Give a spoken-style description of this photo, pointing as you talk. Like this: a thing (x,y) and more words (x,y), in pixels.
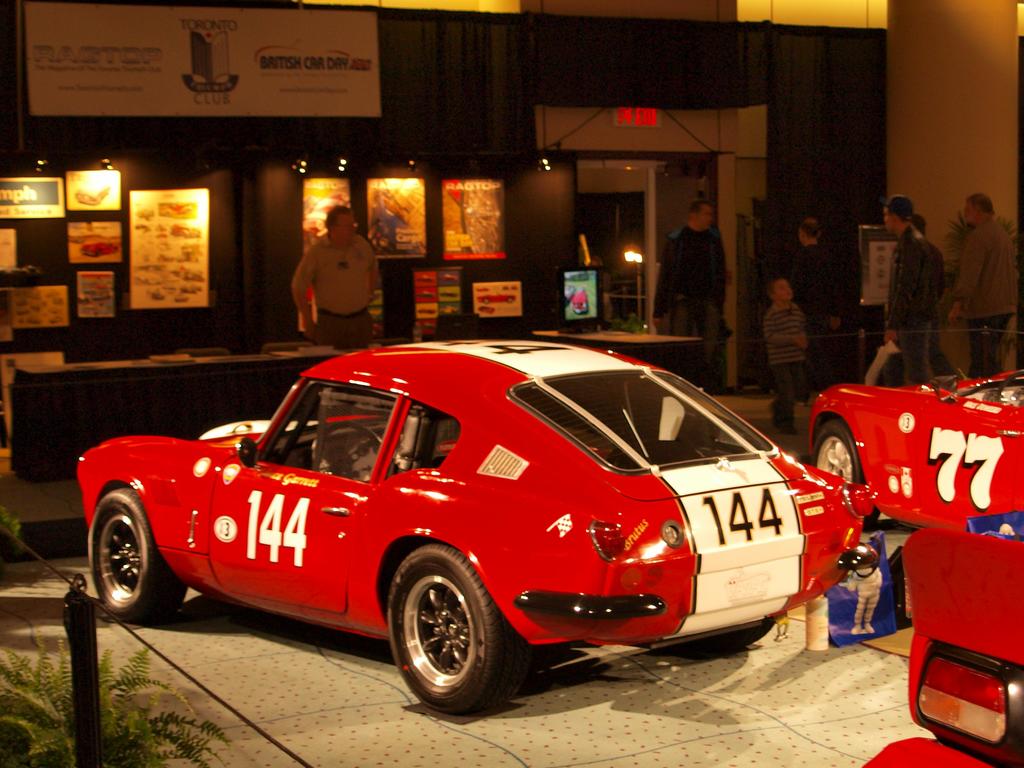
There are three cars (687,507) present at the bottom of this image (602,543), and there is one person (330,262) standing in the middle of this image (349,284), and there are some persons (699,260) standing on the right side of this image (793,296). There is a wall (149,182) in the background (667,204). We can see there are some boards (136,240) attached to it. There is a plant (37,728) in the bottom left corner of this image (73,729).
